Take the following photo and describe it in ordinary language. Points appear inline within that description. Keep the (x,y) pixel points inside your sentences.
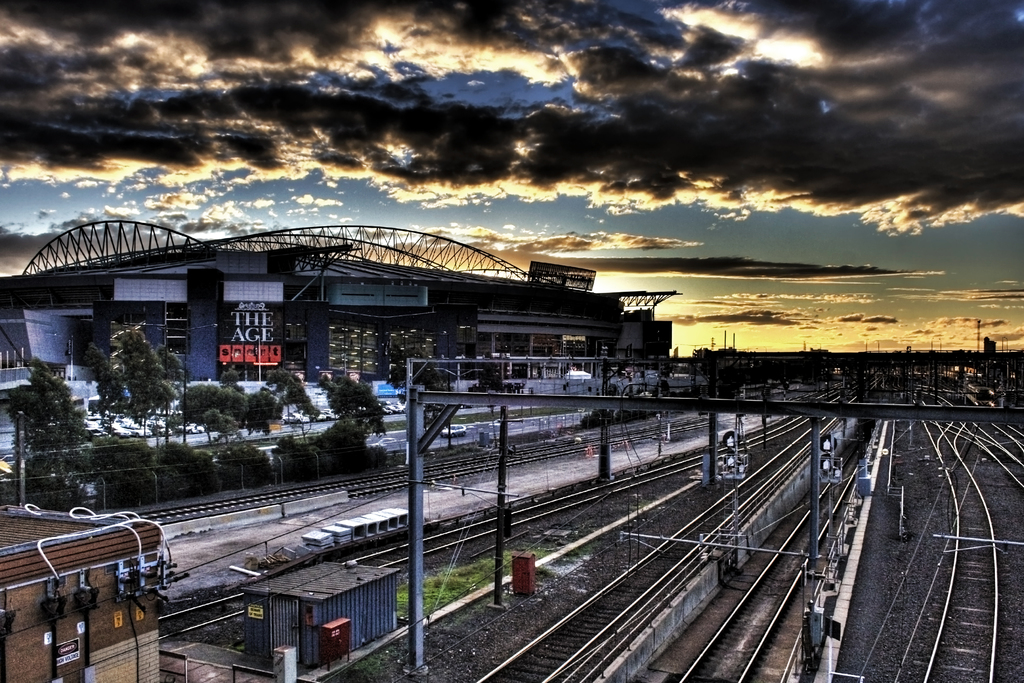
In this picture we can see many railway tracks (696,663). In the bottom left corner (317,570) we can see the shed (128,656), beside that we can see some steel boxes (321,639) and grass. On the left (196,307) we can see the building (485,349), beside that we can see the roads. Beside the trees (210,466) we can see many cars (401,409) which parked in the parking (396,421). At the top (750,66) we can see the sky (661,42) and clouds (750,66).
